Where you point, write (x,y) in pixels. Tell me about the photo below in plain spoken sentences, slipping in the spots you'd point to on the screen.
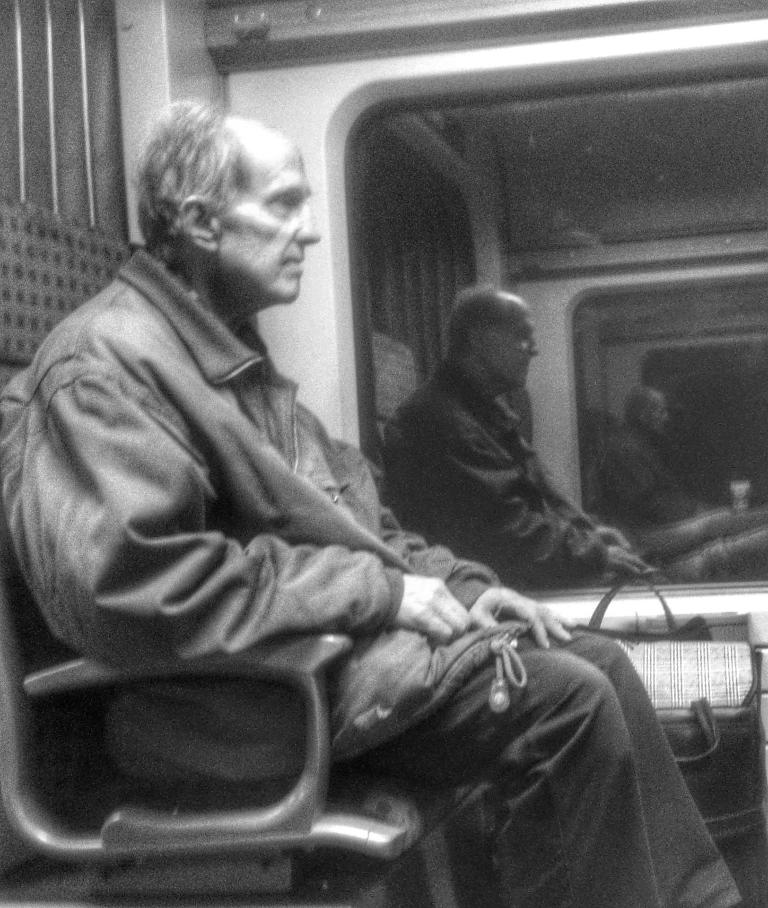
This image is a black and white image. This image is taken in a vehicle (354,201). In the middle of the image (267,499) an old man (205,600) is sitting in the seat (284,787). In the background (330,250) there is a surface (137,103) and there is a window (540,202). On the right side of the image (662,652) there is a bag (689,705).
